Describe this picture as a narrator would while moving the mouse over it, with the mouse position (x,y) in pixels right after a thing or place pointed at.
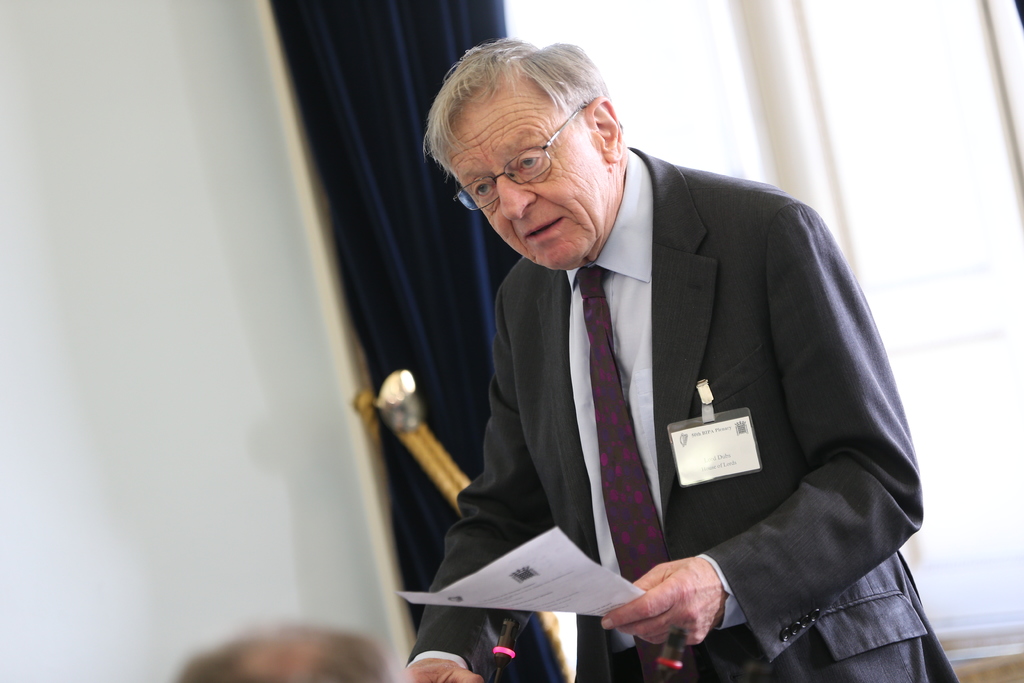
In the center of the image (602,294) a man (699,239) is standing and holding a paper (606,568) in his hand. At the bottom of the image (316,664) we can see person head (372,664), mics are there. In the background of the image (396,253) we can see wall (147,243), curtain (338,166), window (780,152) are there.
